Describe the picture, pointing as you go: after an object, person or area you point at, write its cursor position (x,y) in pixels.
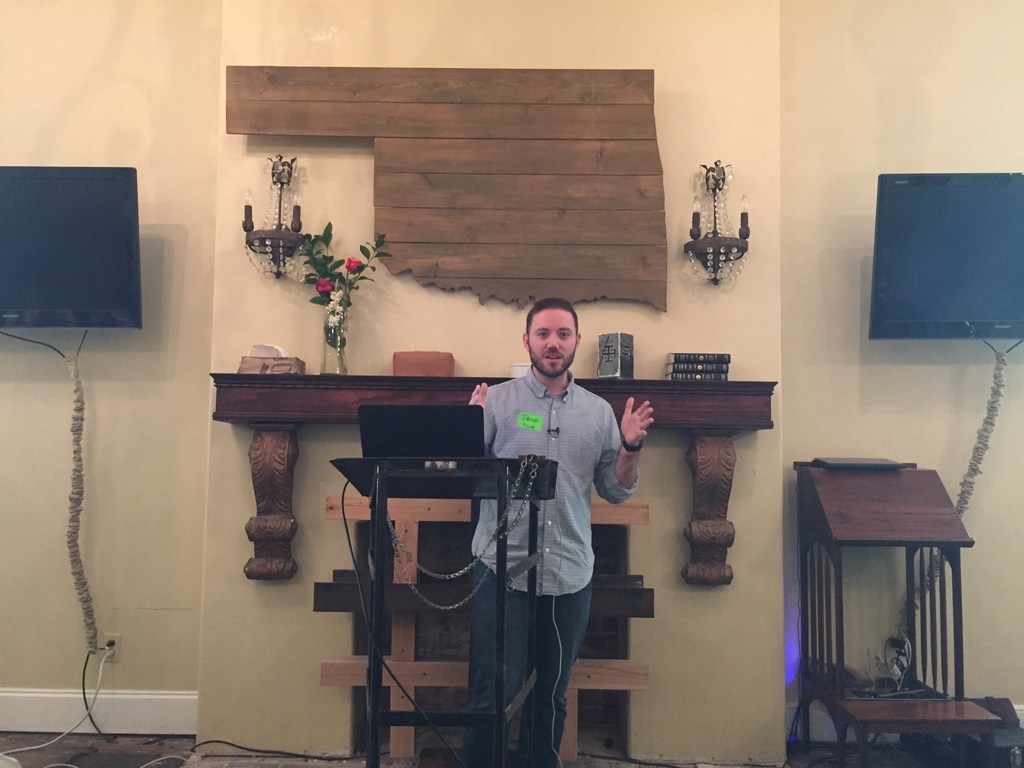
In this image we can see a person (563,422) standing. In front of the person (489,696) we can see a table (508,481) and on the table (480,484) we have few objects (481,431). Behind the person (491,441) we can see a wall (681,244) and a shelf (729,394). On the shelf (654,381), we can see few objects (694,377) and there are few objects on the wall (660,372). On the right side (898,237), we can see a table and television (942,265) on the wall (864,430). On the left side (103,184), we can see a television (129,184) on the wall (102,688) and a power socket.
